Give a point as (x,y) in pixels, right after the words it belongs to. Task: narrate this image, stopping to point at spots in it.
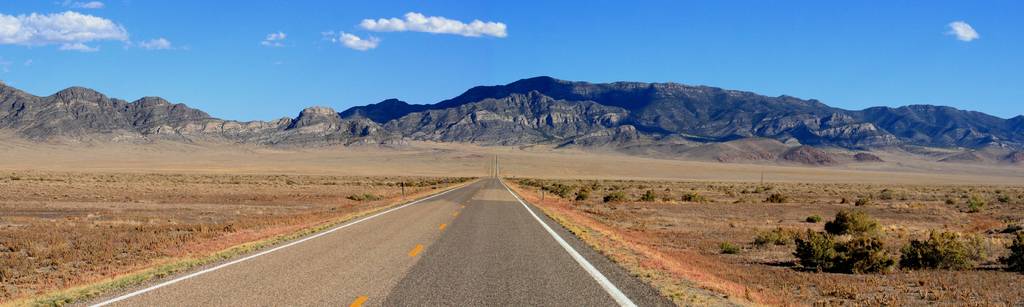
In this image we can see sky (522,71) with clouds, hills (235,127), ground (286,155), grass (619,206), shrubs (880,246) and road (451,268).
